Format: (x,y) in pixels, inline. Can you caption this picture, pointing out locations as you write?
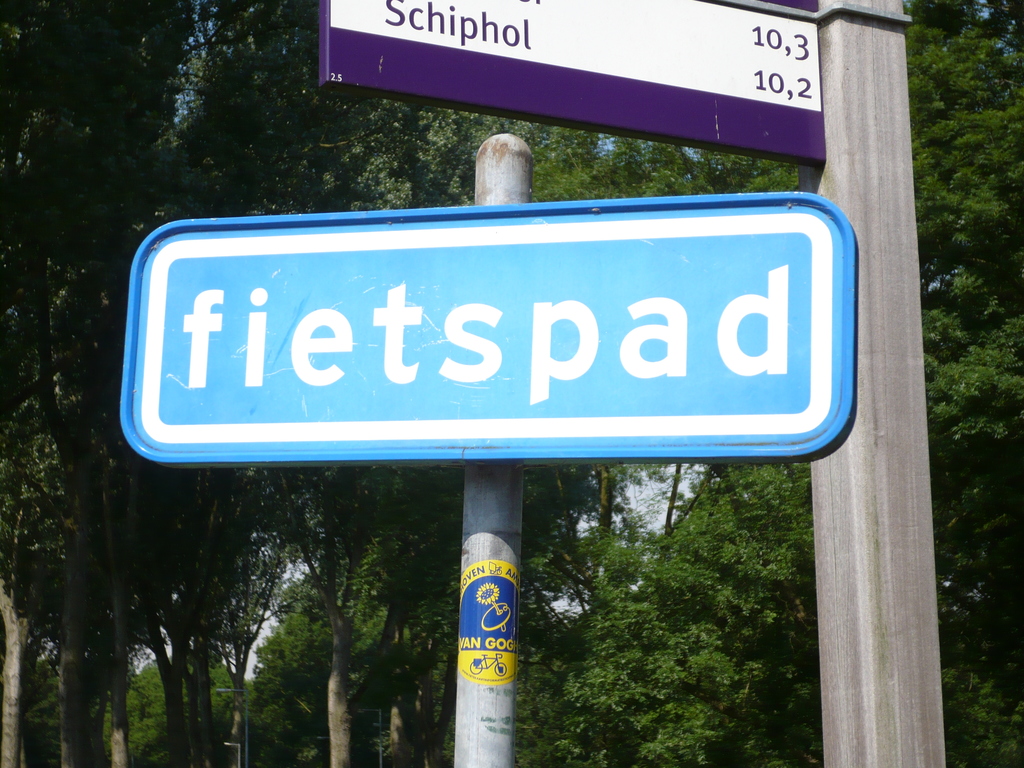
In this image there are boards (688,459). In the background (279,743) there are trees (596,511) and sky (640,469).
